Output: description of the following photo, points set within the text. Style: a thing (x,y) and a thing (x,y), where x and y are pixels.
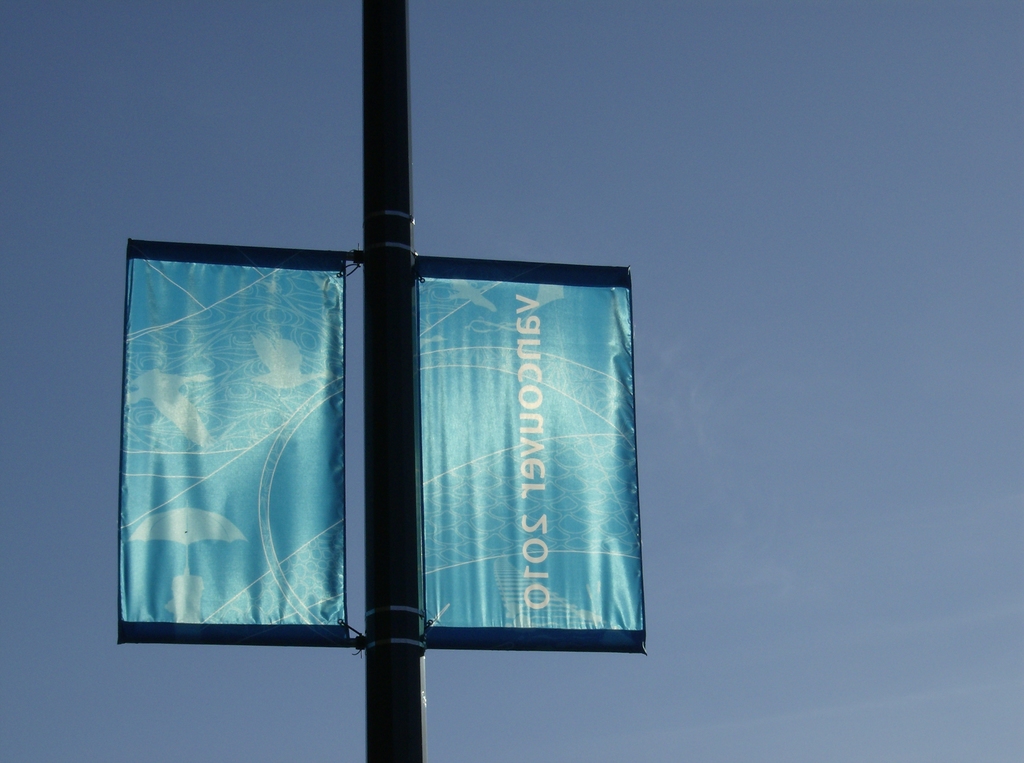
In this picture, there is a pole (383,39) in the center (469,353) with two banners (342,429) which are in blue in color. In the background (792,500), there is a sky (703,584).
